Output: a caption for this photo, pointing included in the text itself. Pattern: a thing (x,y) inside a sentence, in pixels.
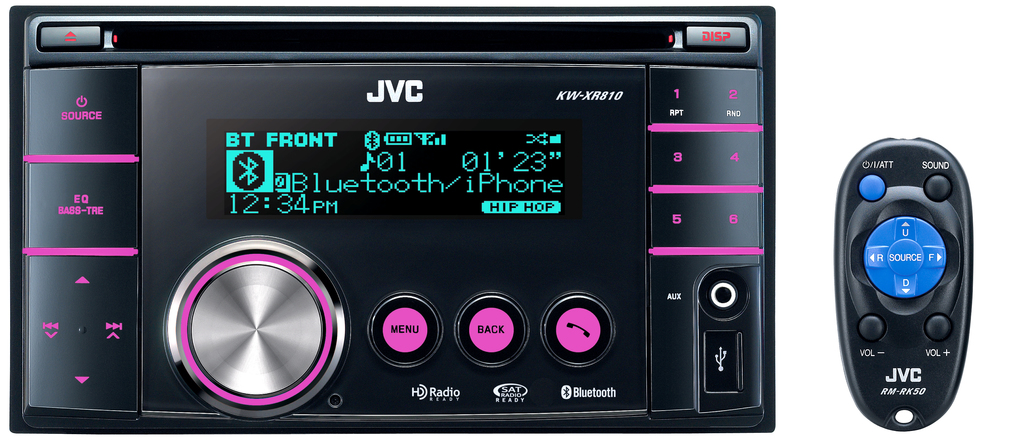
In this picture we can see the two electronic devices (569,230) and we can see the text (356,194), numbers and some other pictures (579,332) on the devices (734,77) and we can see the buttons (482,307). The background of the image (888,47) is white in color.
